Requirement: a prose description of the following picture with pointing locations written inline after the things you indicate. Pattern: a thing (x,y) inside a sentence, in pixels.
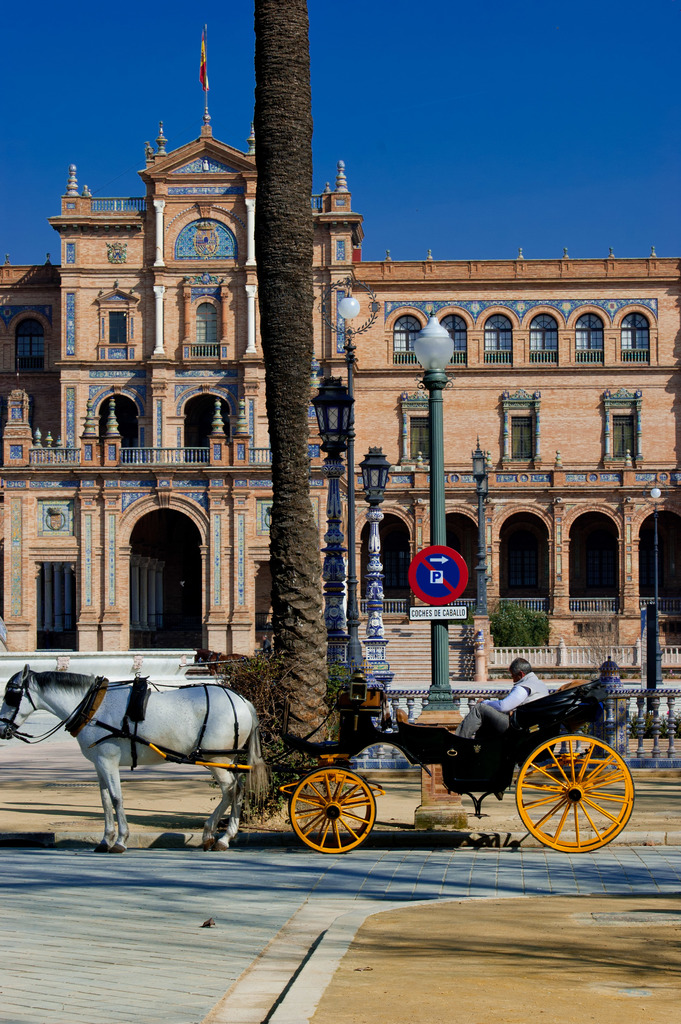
In this picture we can see a horse cart (415,753) in the front (530,753), there is a person (515,704) sitting in the cart (516,713), we can see a tree (272,397), poles (330,508), a signboard (438,584) and lights (422,360) in the middle (447,563), in the background (414,380) there is a building (179,259) and a flag (205,77), we can see the sky (198,131) at the top of the picture (439,136), we can also see a plant (526,630) in the background (521,616).
